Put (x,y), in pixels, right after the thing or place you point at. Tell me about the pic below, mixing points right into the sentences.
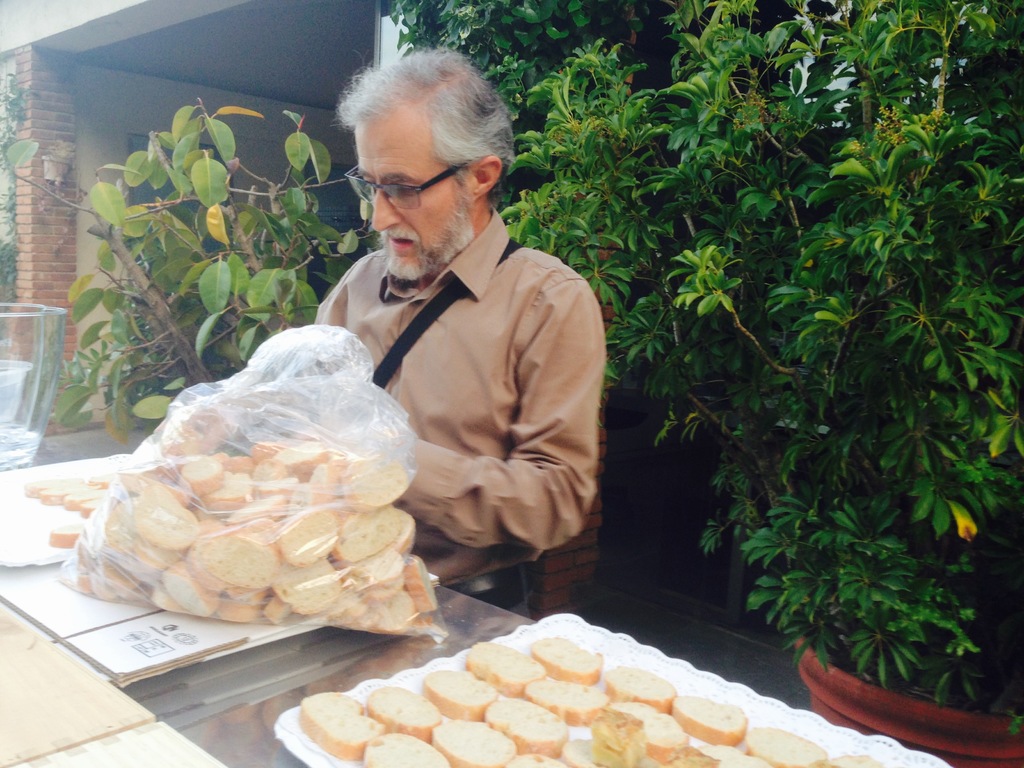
In the picture we can see a man (370,316) wearing brown color dress (486,371) standing behind table (253,682), there are some food items (207,425) on table (250,653) and in the background of the picture (685,8) there are some plants (823,316) and there is a wall (98,121).
